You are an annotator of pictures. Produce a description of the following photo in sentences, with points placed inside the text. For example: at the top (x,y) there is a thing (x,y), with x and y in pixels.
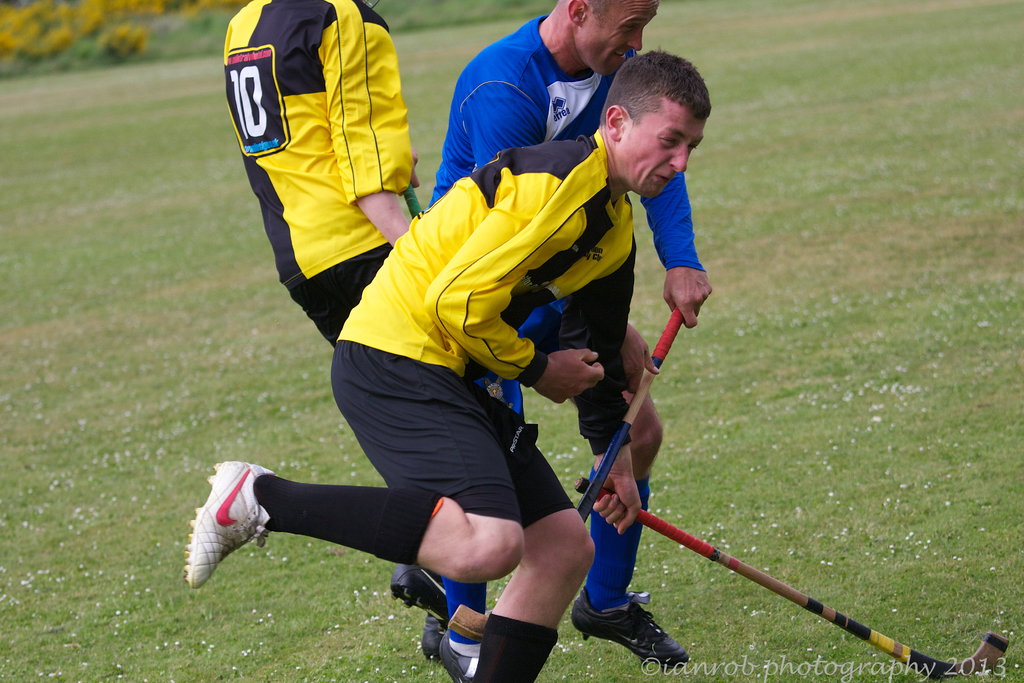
In the center of the image (465,369) we can see three persons (599,294) are playing and holding hockey sticks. In the background of the image (973,293) we can see the ground (849,328). At the bottom right corner (881,666) we can see some text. At the top left corner (180,56) we can see some plants (84,42), flowers (66,35).
